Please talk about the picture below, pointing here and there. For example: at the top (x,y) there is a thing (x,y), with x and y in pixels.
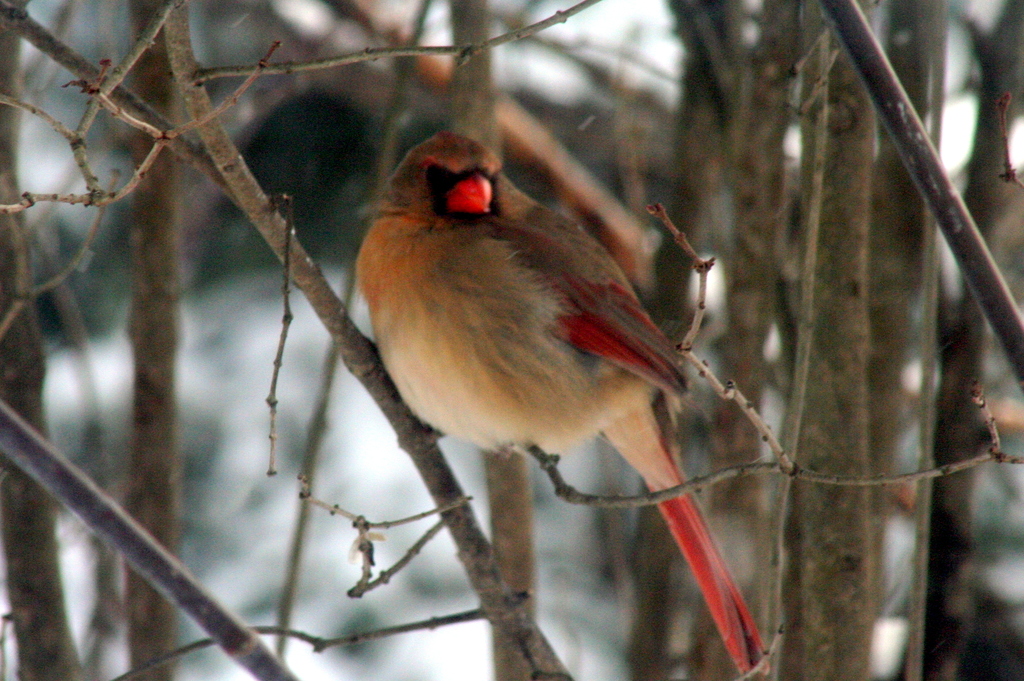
There is a bird (530,330) sitting on a stem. In the background (818,253) there are trees (831,357) and it is blurred.
